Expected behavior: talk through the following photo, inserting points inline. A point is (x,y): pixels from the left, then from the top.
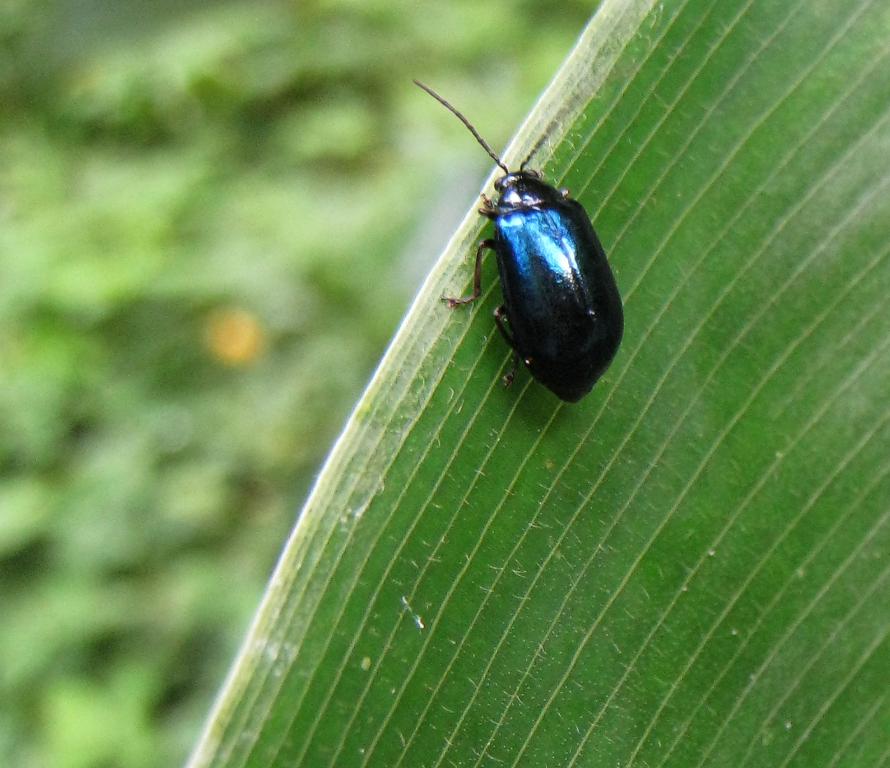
In the center of the image (526,274) we can see a bug (557,381) on the leaf (518,445).
